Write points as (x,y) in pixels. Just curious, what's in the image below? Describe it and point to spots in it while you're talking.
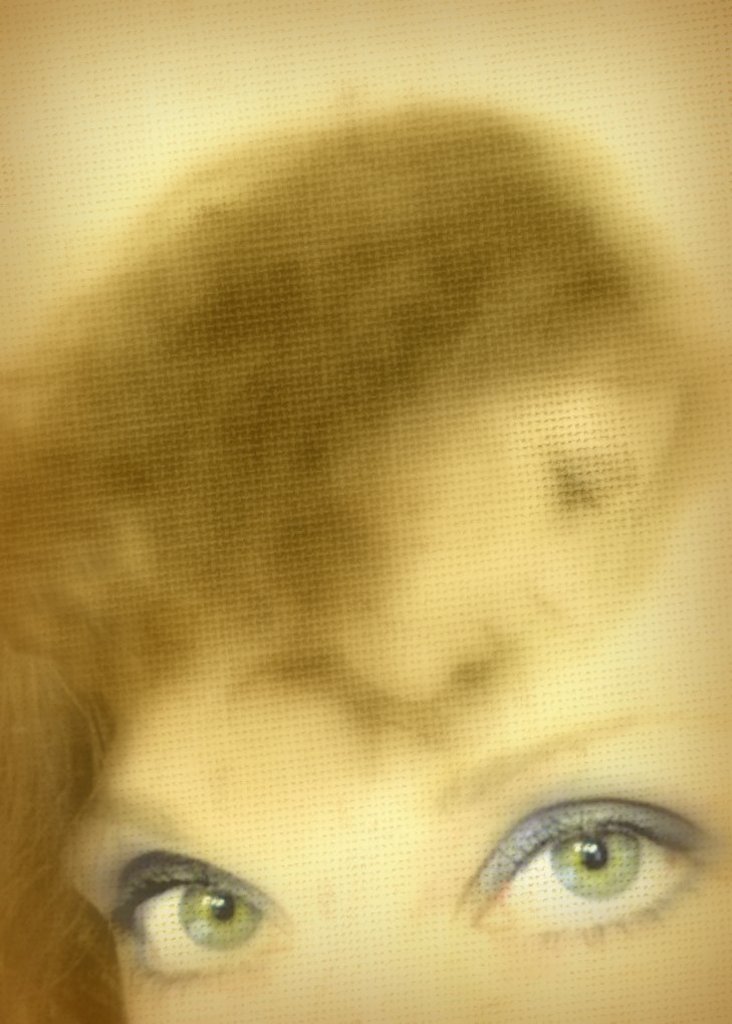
This is an edited photo in this image we could see two persons (370,840).
